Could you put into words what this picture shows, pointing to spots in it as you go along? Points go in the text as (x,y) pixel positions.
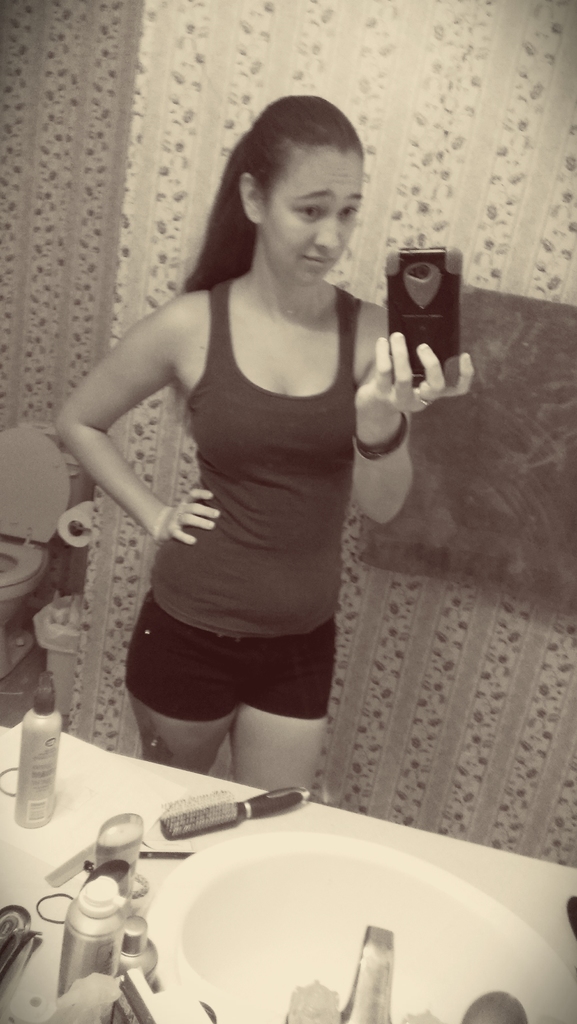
In the picture I can see a woman (290,530) wearing T-shirt (344,516) is holding a mobile phone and standing in front of the mirror (473,666), here I can see some bottles (154,970), few objects (24,990) and wash basin (357,935). In the background (16,589), I can see commode (12,605) and toilet paper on the left side of the image (22,636).
